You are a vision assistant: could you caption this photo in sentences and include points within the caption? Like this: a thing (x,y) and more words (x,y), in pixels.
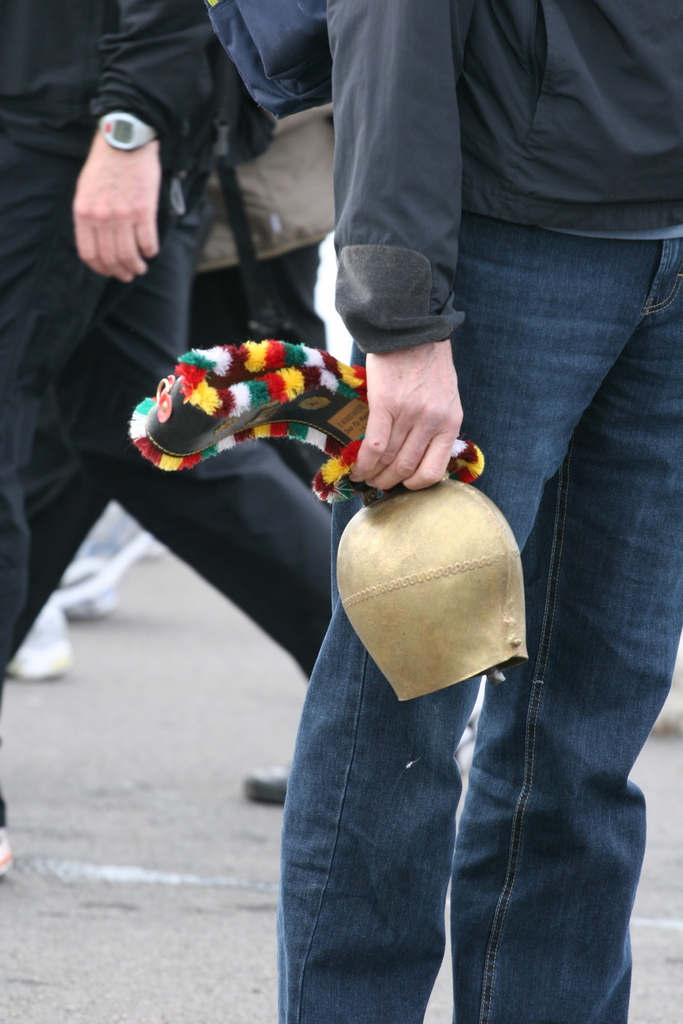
In this image, I can see a person (426,825) standing and holding an object (405,565). On the left side of the image (105,473), I can see another person (121,331) on the pathway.
